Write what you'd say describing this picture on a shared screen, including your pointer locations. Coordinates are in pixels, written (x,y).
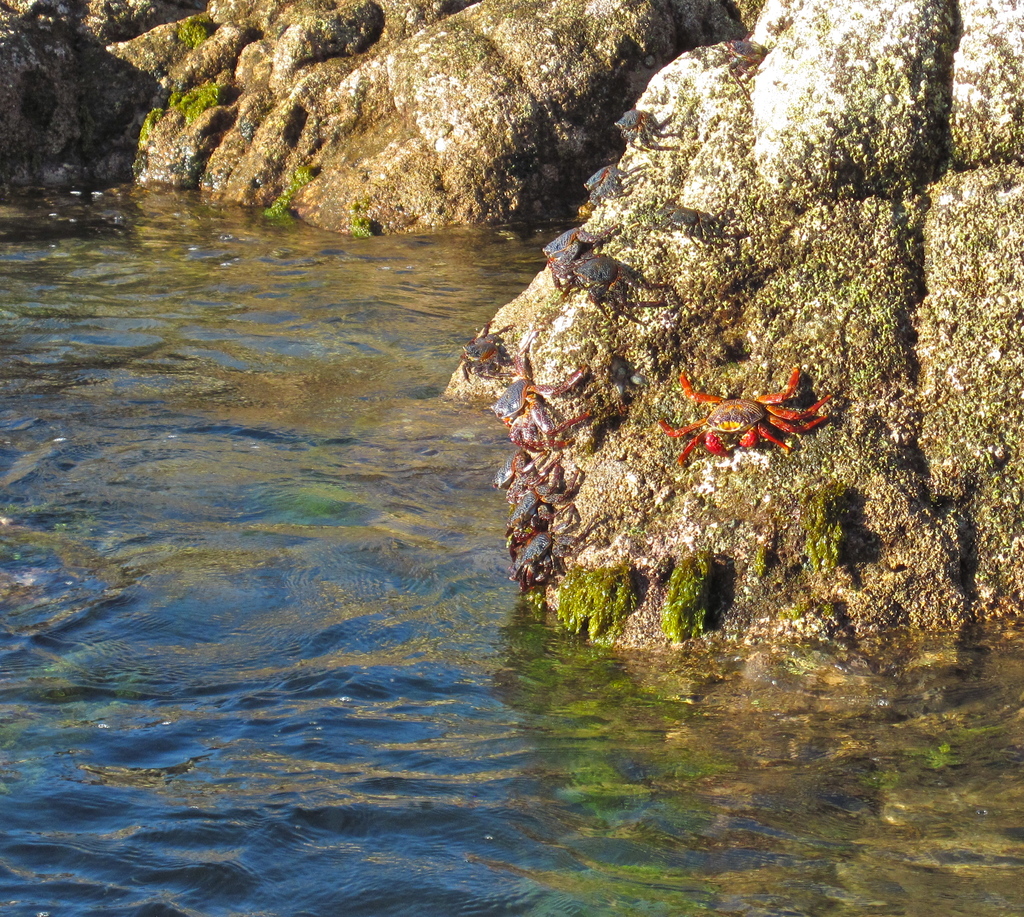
In this picture there is a water body (439,573). In the center of the picture (498,487) there are crabs (676,226), on the rock (1004,225). At the top (402,84) there is a rock (222,87).
